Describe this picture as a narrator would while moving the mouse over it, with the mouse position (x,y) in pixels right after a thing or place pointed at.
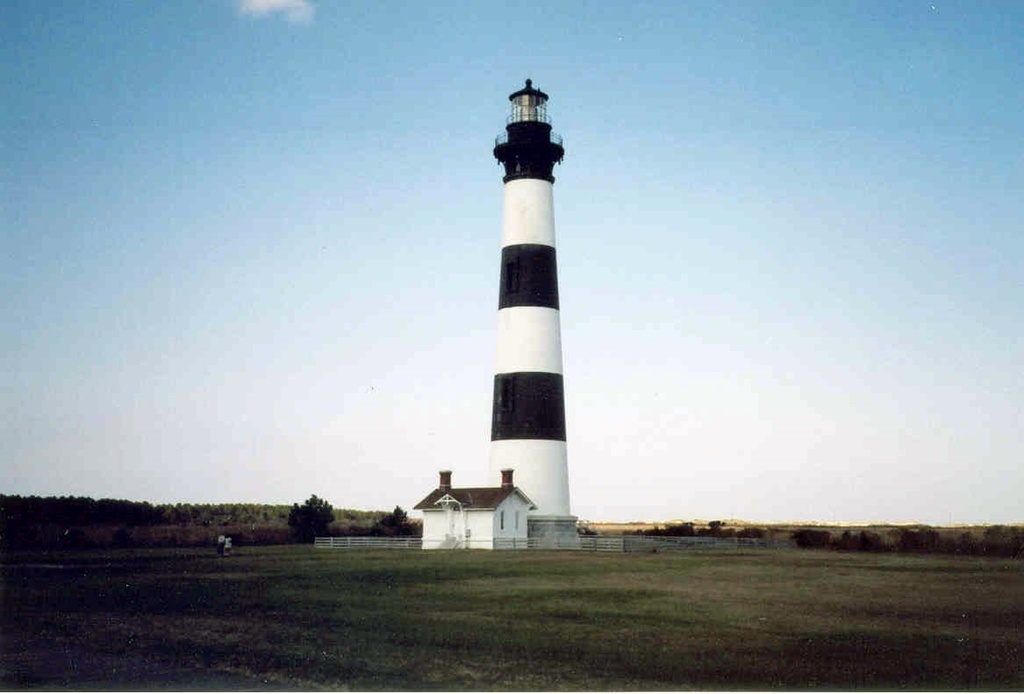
In this picture we can see the grass (615,611), tower (539,486), shed (513,536), fences (418,547), trees (336,527) and in the background (295,127) we can see the sky (459,213).
